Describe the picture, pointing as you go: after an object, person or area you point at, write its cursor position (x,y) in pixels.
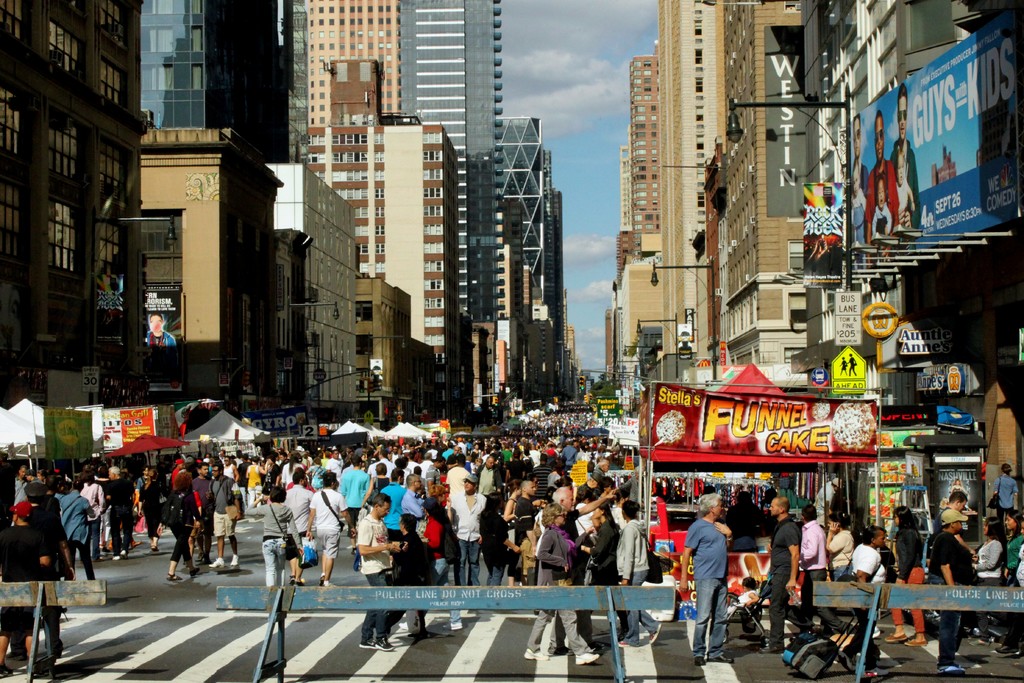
There is an event and there are plenty of stalls (96,445) kept beside the road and there is a huge crowd (437,496) on the road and behind the stalls (242,432) there are very tall buildings (446,229) and in the background (581,93) there is a sky (580,141).
